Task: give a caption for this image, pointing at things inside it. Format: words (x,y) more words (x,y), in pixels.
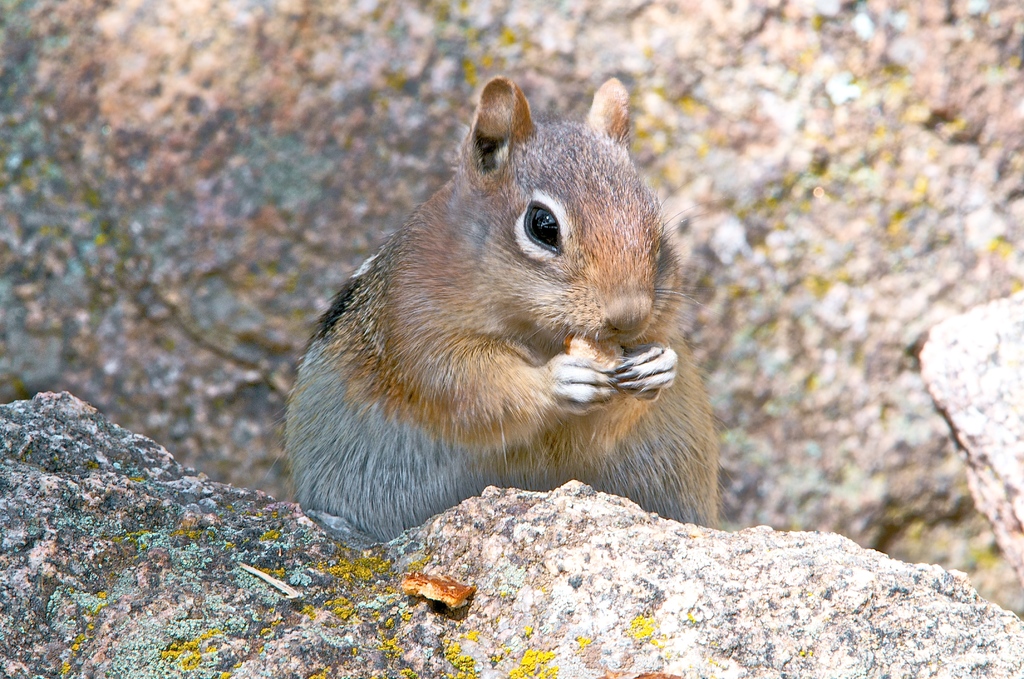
In the center of the image (424,330) there is a squirrel (468,363). At the bottom (136,559) there is a rock (244,586).
